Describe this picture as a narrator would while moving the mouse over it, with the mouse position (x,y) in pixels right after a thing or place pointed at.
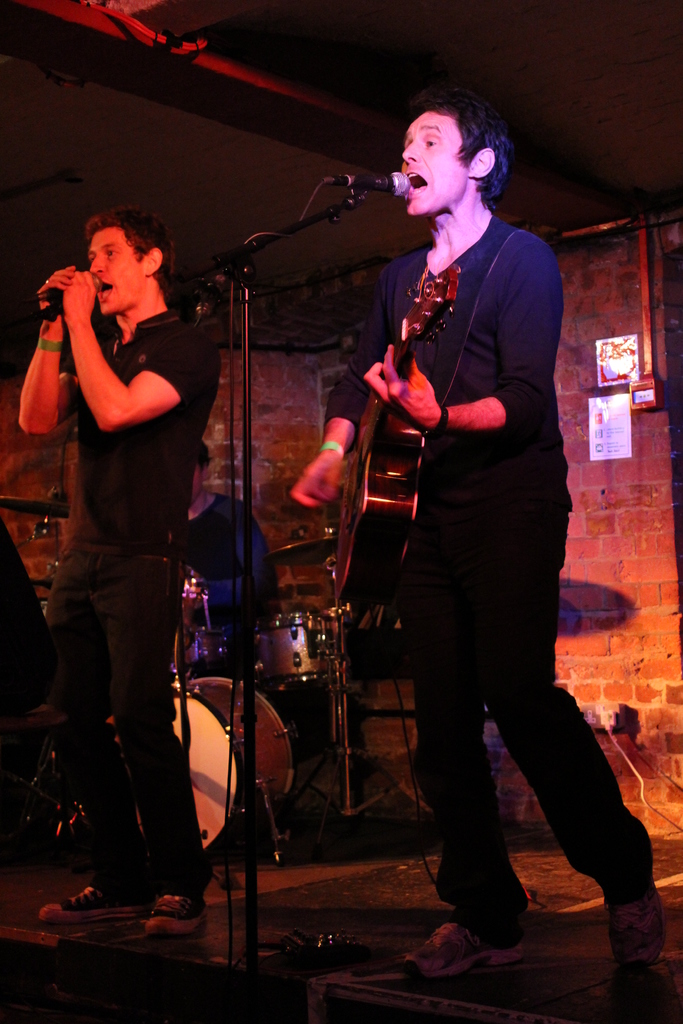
This is the picture taken on a stage (513,1016), there are two men's (526,558) standing on the stage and holding a music instrument (377,398) and singing a song in front of these people (93,303) there is a microphone (402,185) with stand (245,350). Behind the people (87,296) there are music instruments (319,626) and a wall (604,480).
